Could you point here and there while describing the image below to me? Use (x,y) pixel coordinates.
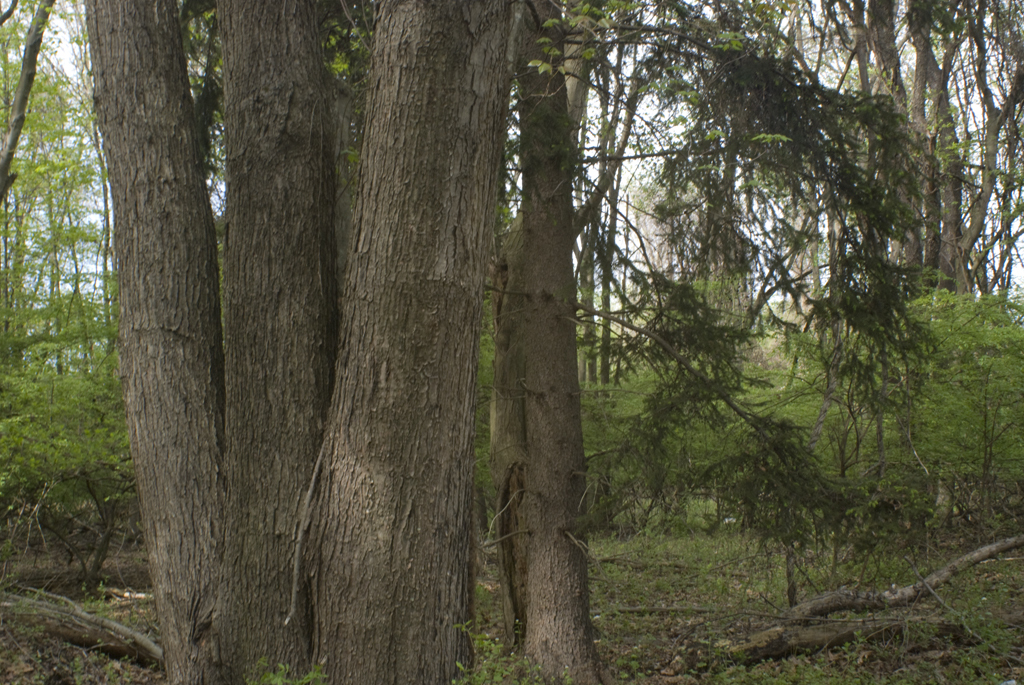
There is a tree trunk (359,304) and behind the tree (133,221) there are many tall trees (872,30) and plants (814,399).
